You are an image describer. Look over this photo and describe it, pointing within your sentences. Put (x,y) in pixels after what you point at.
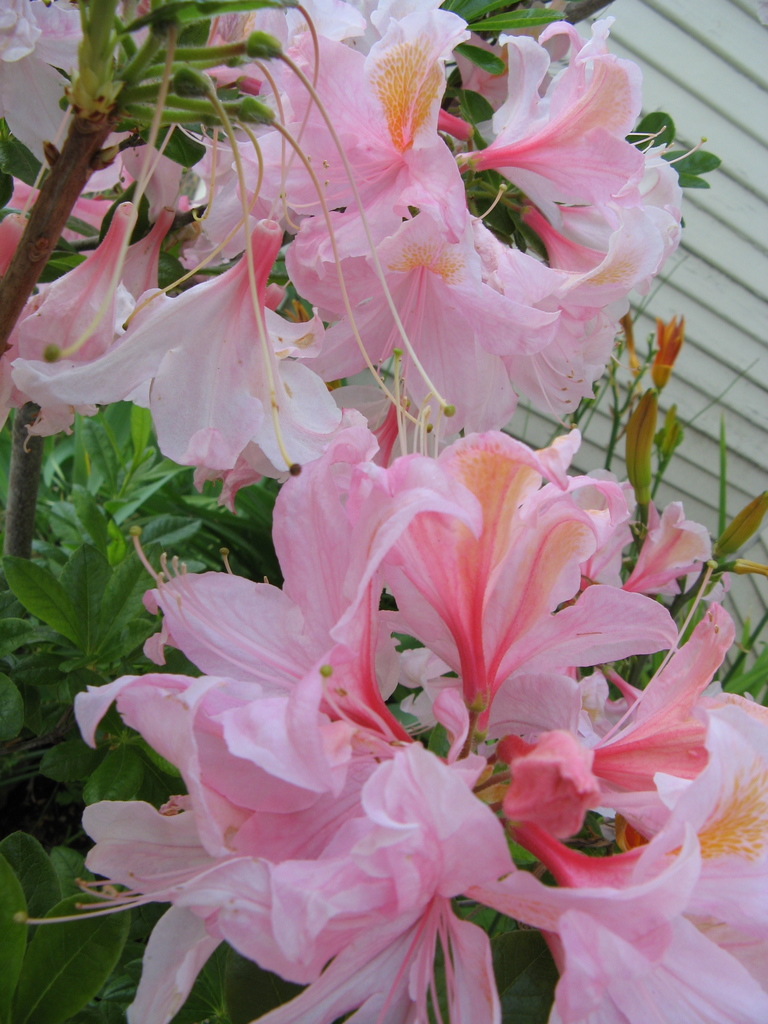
In this image there are plants (296,611) with the pink flowers (344,458) on it. At the back side (731,100) there is a wall (679,97).
